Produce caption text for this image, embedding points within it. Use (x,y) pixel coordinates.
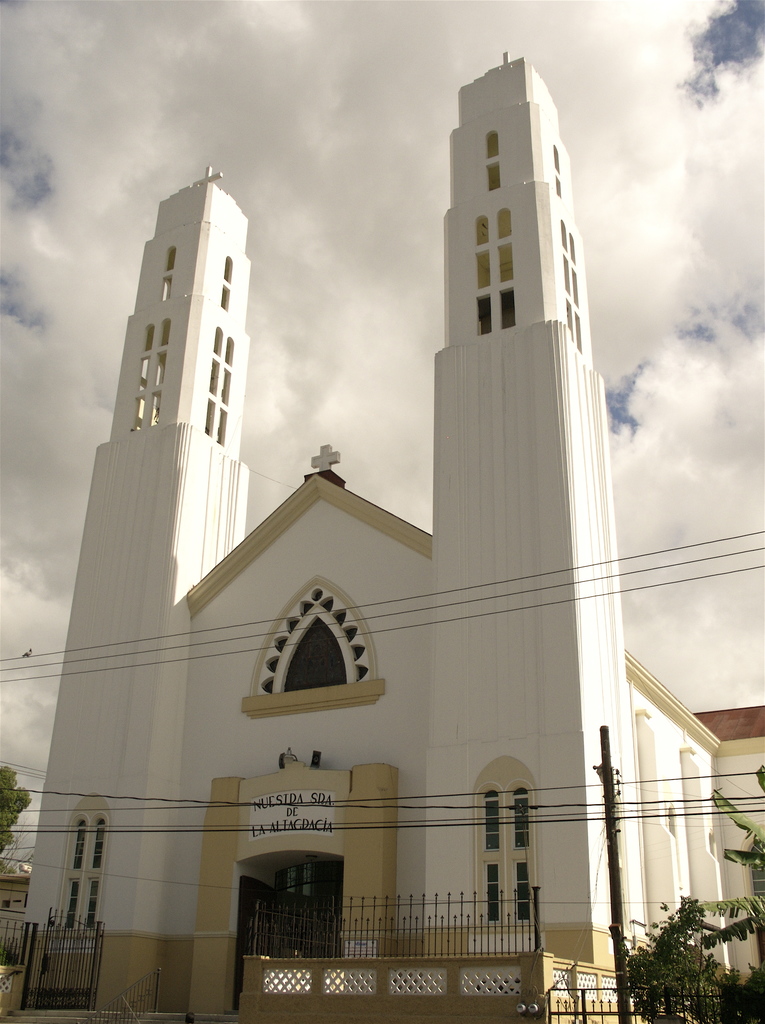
In the picture we can see a church building (411,815) with entrance door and around the church (139,535) we can see a wall (605,1011) with railing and beside it, we can see a pole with wires (627,810) and some plants (708,961) and behind the building (450,471) we can see a sky (741,4) with clouds (132,105).
